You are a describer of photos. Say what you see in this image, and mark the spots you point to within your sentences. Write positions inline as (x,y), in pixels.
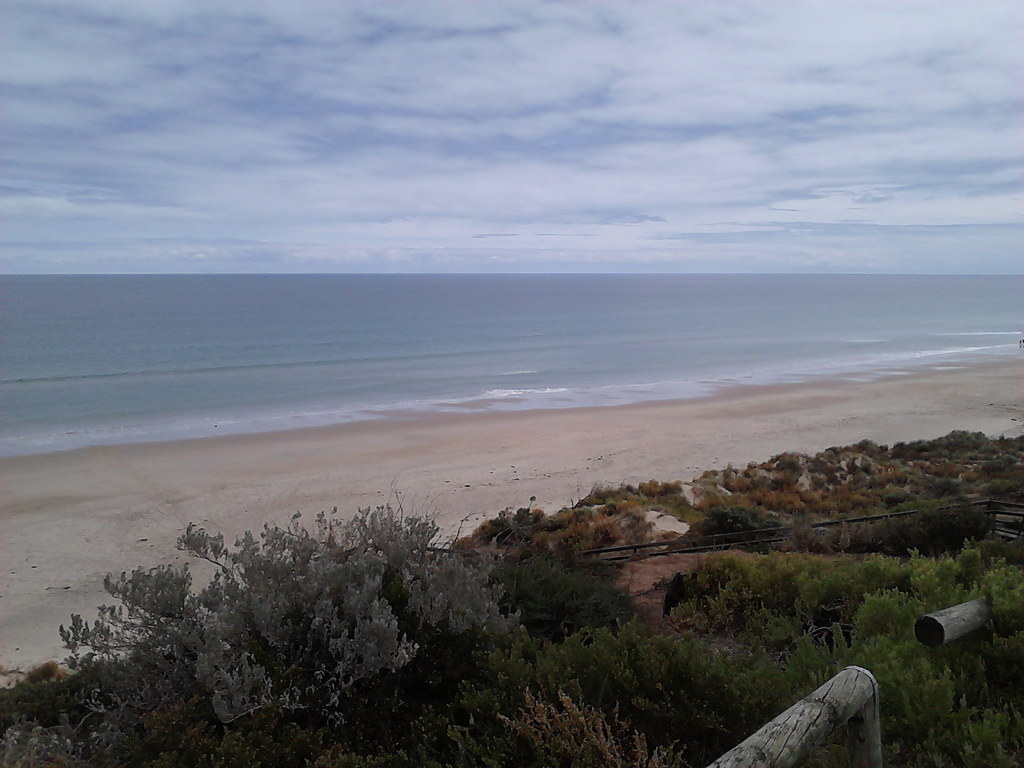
In the image we can see the beach (454,469), grass (877,472), plants (544,606), wooden pole (839,689) and the cloudy sky (391,106).
